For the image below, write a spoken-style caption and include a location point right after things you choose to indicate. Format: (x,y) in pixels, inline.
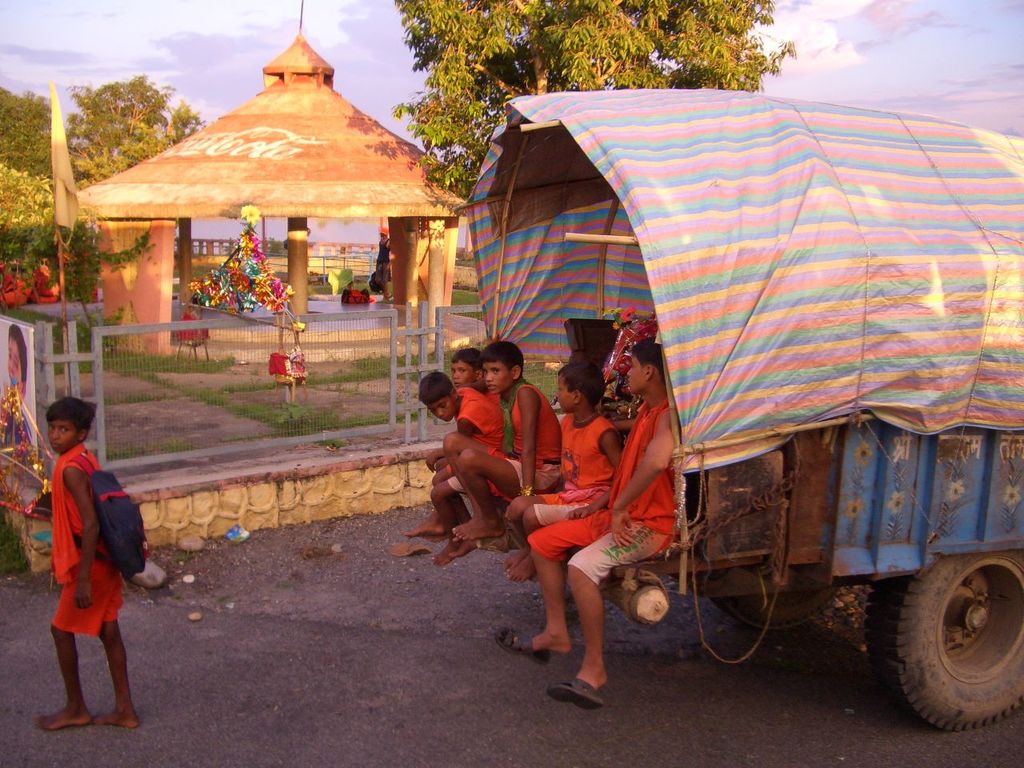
On the right side (815,564) there is a back of the lorry (825,484). On that there are many children (504,425) sitting. On the lorry (724,443) a cloth (626,265) is tied. On the left side (86,494) there is a child (94,608) wearing a bag (122,522). In the back (246,374) there are railings (254,338), trees (96,127), flag (59,185) with pole (63,254). Also there is a small building (293,197) with pillars (406,258). In the background (239,53) there is sky (784,14) with clouds (245,38).
